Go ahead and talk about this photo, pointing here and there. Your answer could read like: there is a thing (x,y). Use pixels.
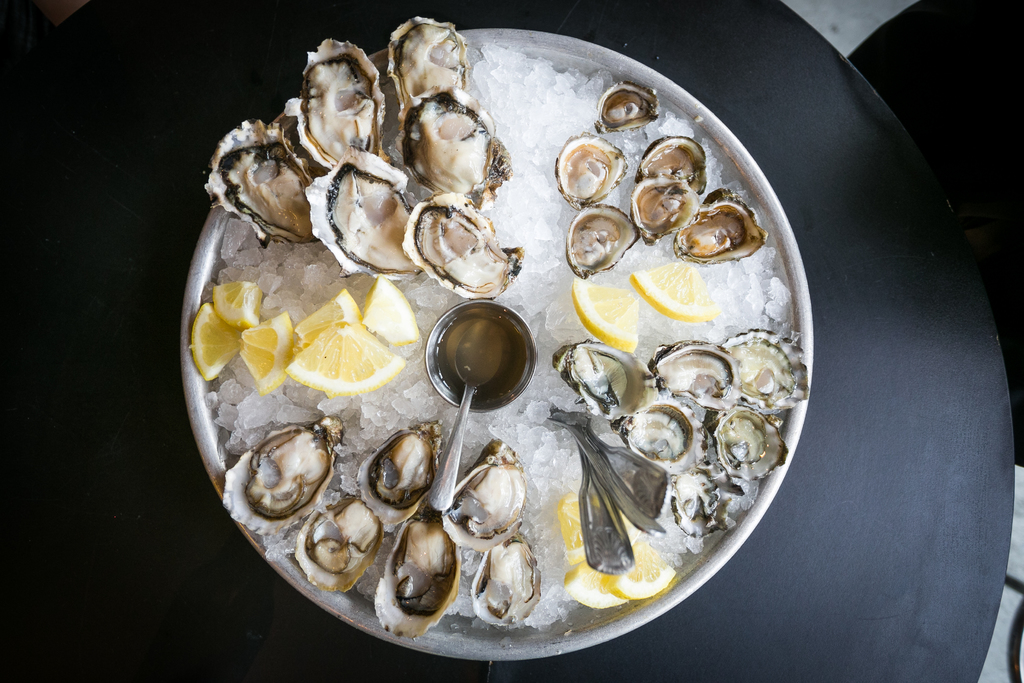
In this image we can see sea food (455,271), bowl (439,329), spoon (468,369), and a plate (609,66) on a black color surface (170,384).
